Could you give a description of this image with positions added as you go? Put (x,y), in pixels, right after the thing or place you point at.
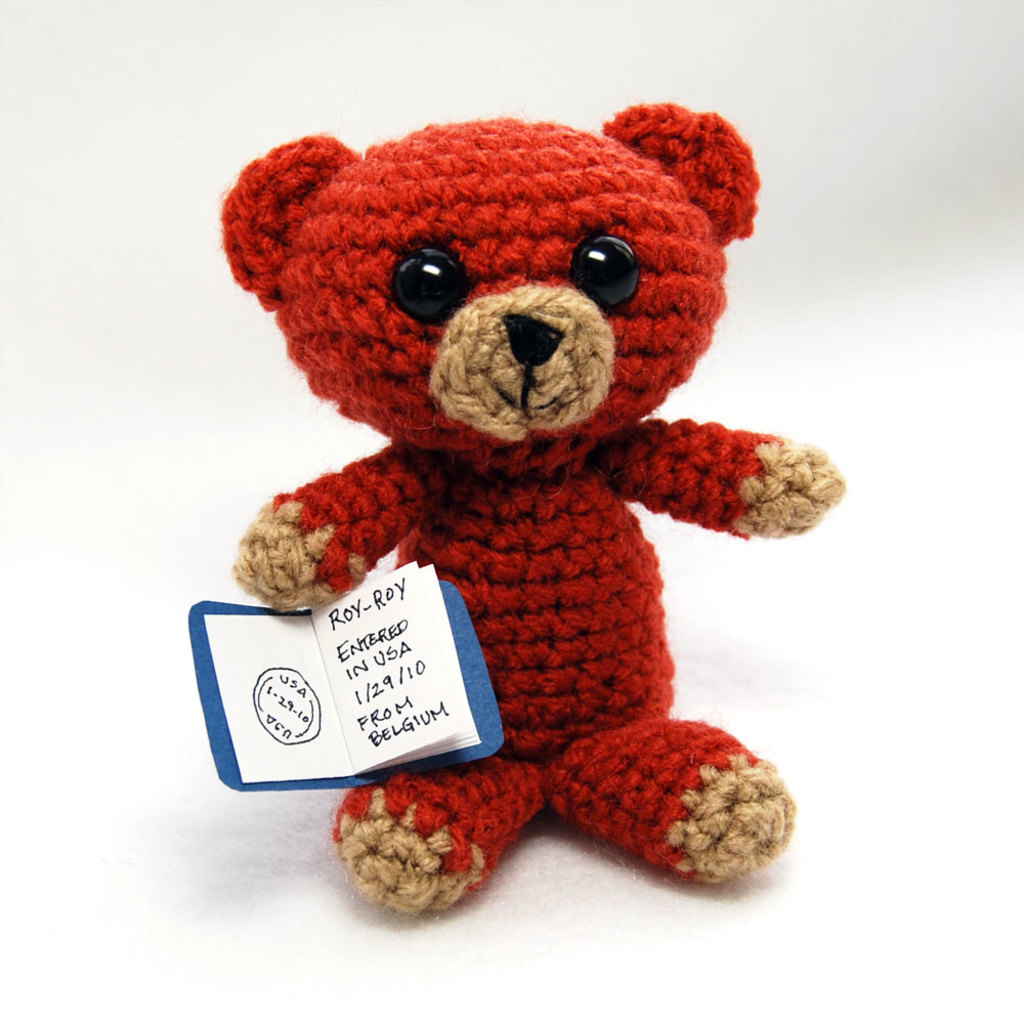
In this picture I can see a teddy bear (467,200) which is of red and brown color and I can see a small book (325,613) near to the hand (344,587) and on the papers (367,652) I see something is written and I see the white color background (129,316).
